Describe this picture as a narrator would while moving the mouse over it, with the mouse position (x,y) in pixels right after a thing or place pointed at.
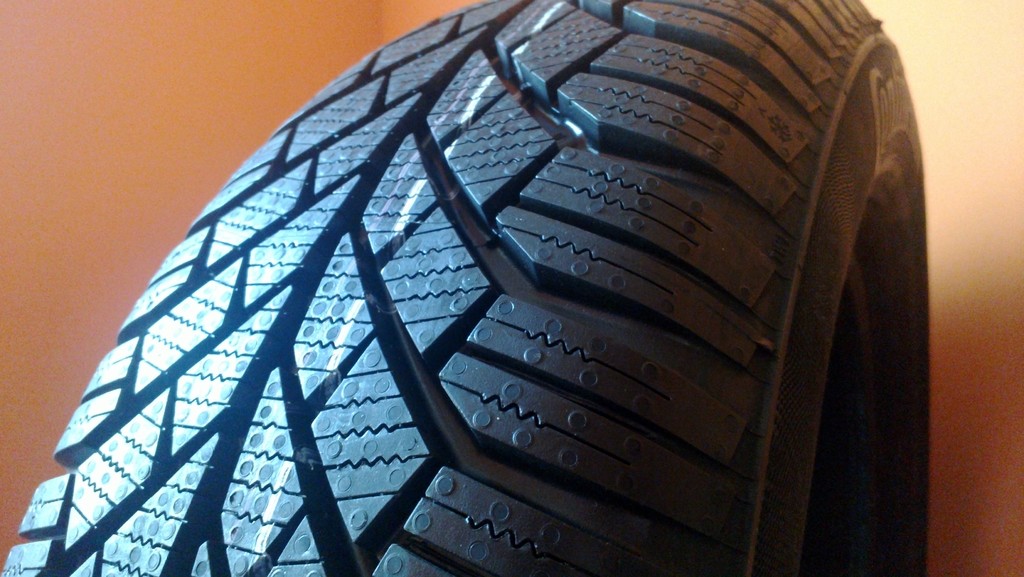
In this image we can see the wheel (550,95) of a vehicle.
